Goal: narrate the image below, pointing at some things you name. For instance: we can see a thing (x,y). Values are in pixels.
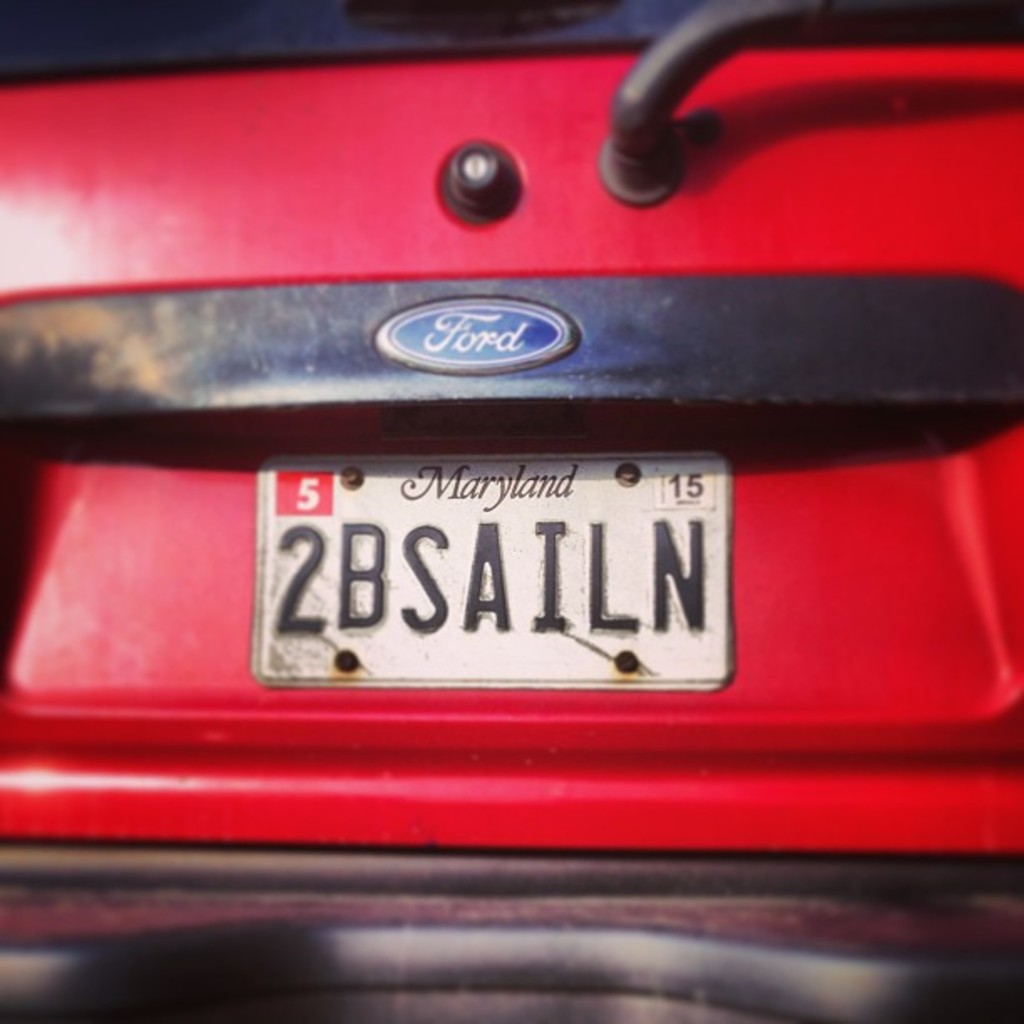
In this image I can see a red and black color car (109,616). In front (522,592) I can see white color number plate (479,575).
